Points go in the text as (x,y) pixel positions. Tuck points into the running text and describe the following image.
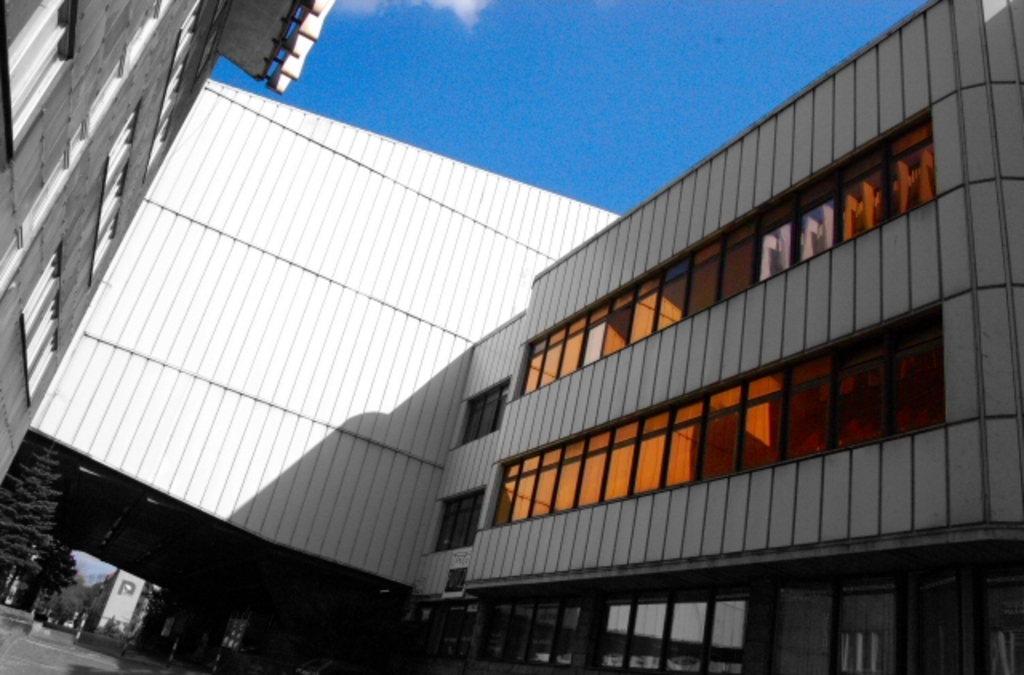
In this image I can see buildings (431,446). There are trees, glass windows (882,615) and doors (922,645). Also there is sky (556,80).
